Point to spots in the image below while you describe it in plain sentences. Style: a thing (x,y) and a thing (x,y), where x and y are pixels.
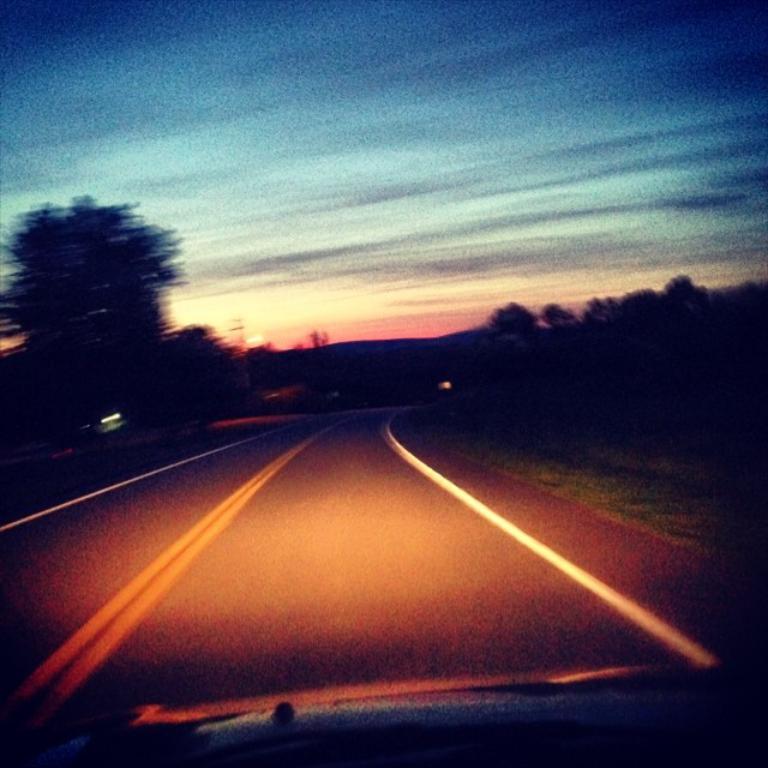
In this image I can see the vehicle (470,682) and I can also see the road (385,493). In the background (67,372) I can see few trees (516,383) and the sky (395,161) is in blue and white color.
